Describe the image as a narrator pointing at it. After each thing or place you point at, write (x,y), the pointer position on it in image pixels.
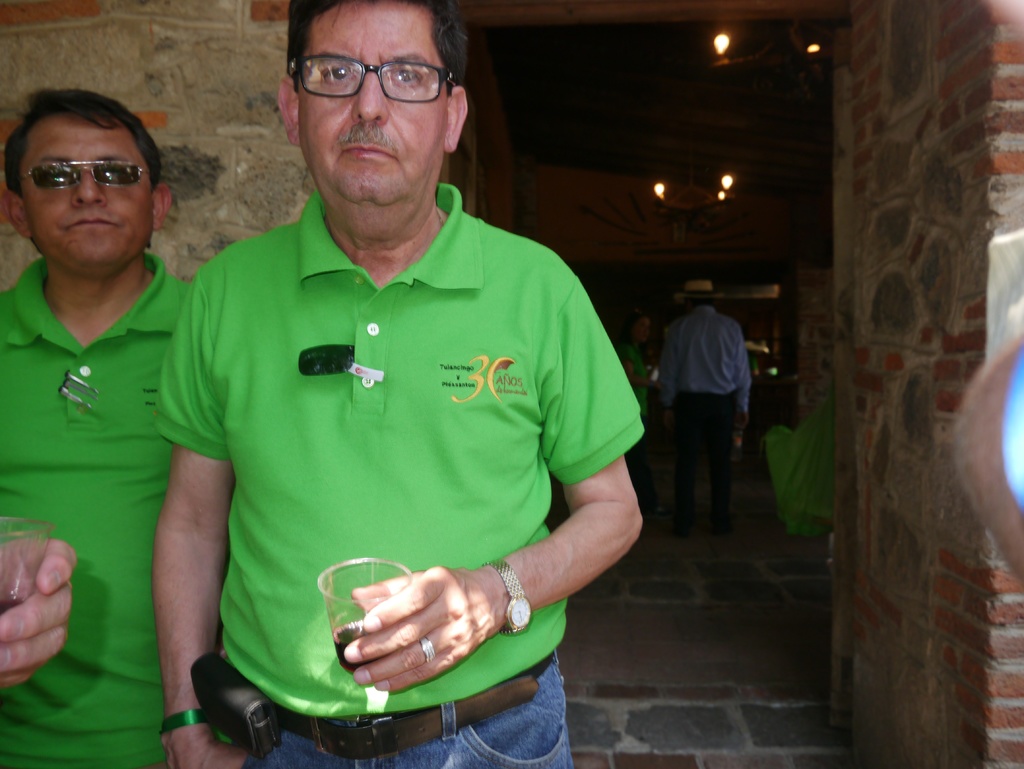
In this image I can see on the left side (102,407) two men (224,481) are standing and also they are holding the wine glasses (374,572). At the top (737,58) there are lights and on the right side (878,556) there is the brick wall (942,451).
